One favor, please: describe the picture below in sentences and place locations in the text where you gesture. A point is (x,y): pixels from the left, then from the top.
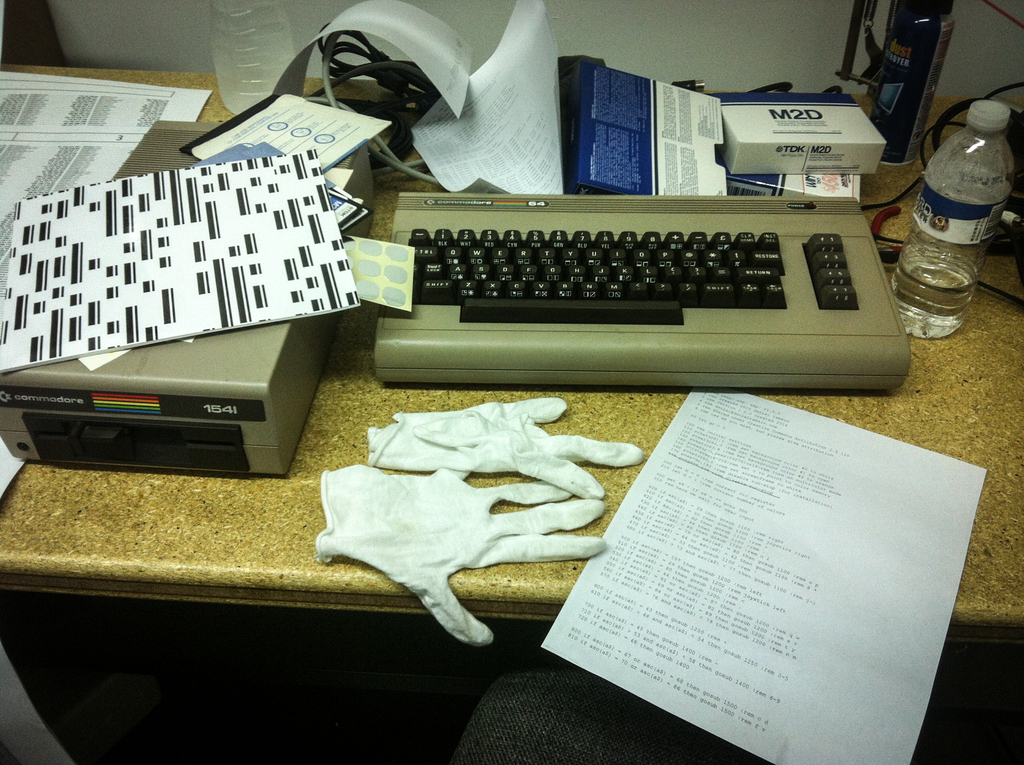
This is the picture of a table (981,412) on which there are some things (758,214) placed on it like keyboard (784,330), water bottle (931,200), papers (767,514).
